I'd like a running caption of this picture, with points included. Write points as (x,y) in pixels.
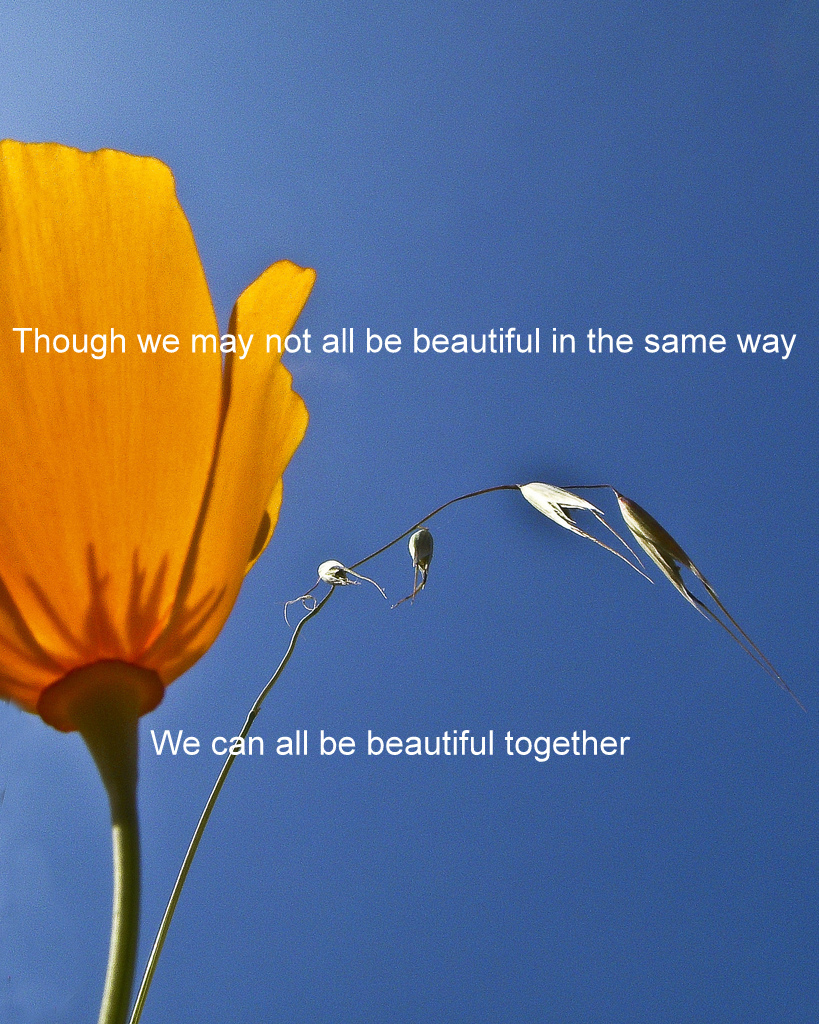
In the foreground of this poster, there is a flower (154,460) and few buds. We can also see some text (396,744). At the top (435,84), there is the sky (435,84).
